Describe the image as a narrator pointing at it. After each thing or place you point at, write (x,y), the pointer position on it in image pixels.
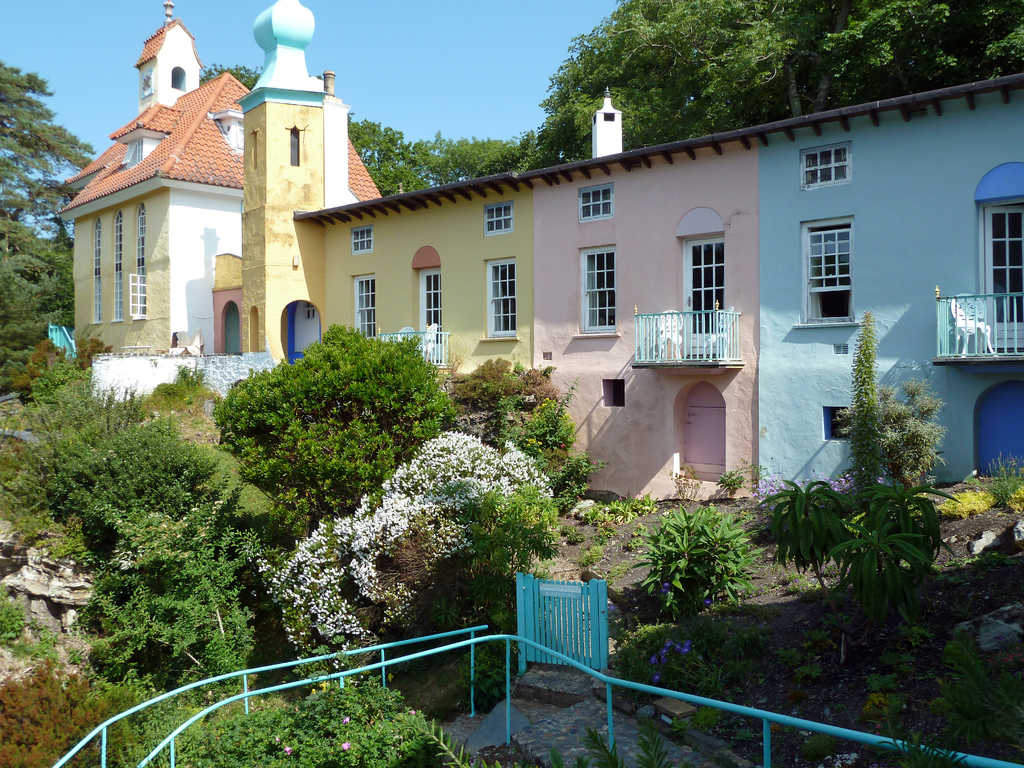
In this picture we can see some plants (386,516) and flowers (282,576) in the front (207,485), in the background (739,61) there are some trees (727,64) and buildings (471,279), there is a gate (571,641) in the middle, we can see windows (616,290) and railings (698,314) of these buildings (707,316), there is the sky (383,85) at the top of the picture (417,25).
